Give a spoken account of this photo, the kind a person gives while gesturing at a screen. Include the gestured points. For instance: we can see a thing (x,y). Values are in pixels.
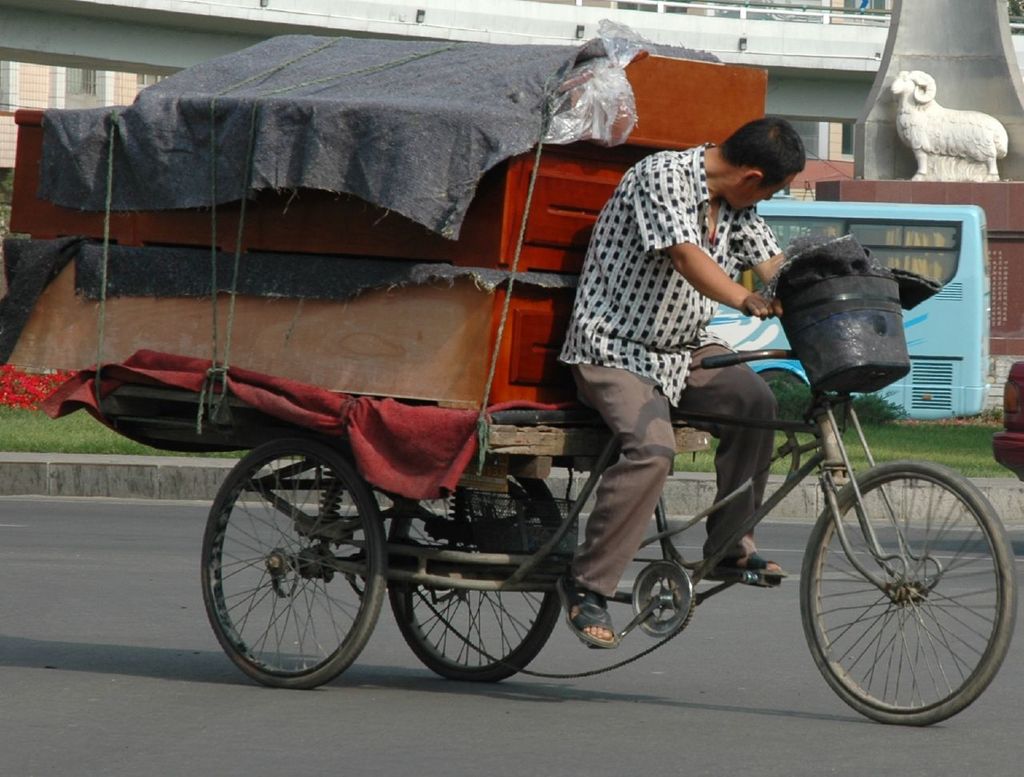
In this picture there is a man (681,376) in the center of the image (671,304) on a tricycle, there is a statue (965,148) of sheep (961,132) in the top right side of the image (926,153) and there is a bus (963,219) and a bridge (354,19) in the background area of the image (309,26).
